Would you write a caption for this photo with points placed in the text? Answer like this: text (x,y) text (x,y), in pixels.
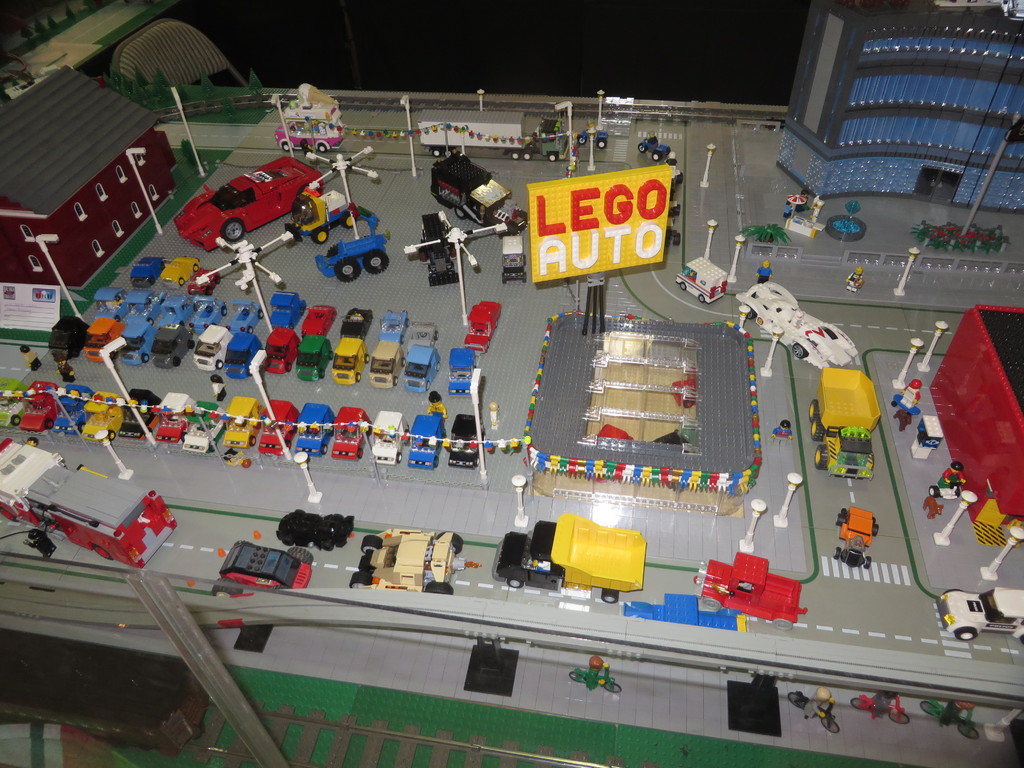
There are toy vehicles (58,506) on the model road (824,556), there is a model hoarding (638,259) attached to the stand (586,319), there are model houses (989,471), model building (930,110), model train (44,651) on the model railway track (444,752), there are toy vehicles (406,372) parked on the model floor (383,312). And the background (791,17) is dark in color.
